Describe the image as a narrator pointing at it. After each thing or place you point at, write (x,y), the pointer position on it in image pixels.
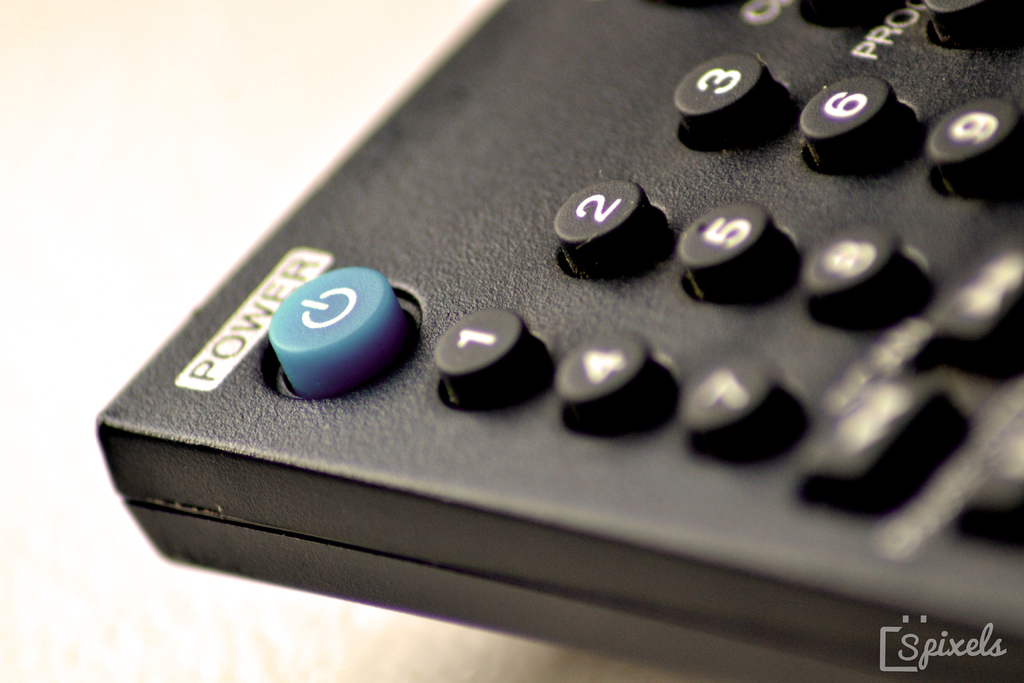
Here we can see remote (550,413) with power button (328,274) and number buttons (723,73). Bottom right of the image (900,628) we can see watermark (912,645).
